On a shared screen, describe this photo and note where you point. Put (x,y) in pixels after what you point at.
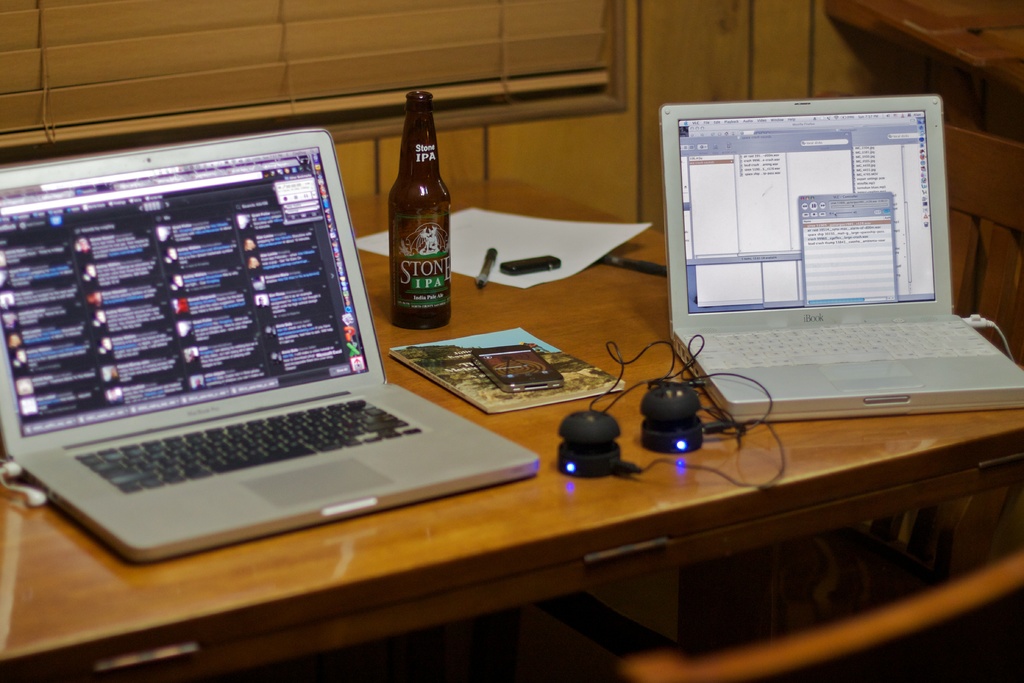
There is a table (663,456) which has two laptops (231,434), speakers (673,432), mobile (549,366), book (464,368), pen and a bottle (424,265) on it.
